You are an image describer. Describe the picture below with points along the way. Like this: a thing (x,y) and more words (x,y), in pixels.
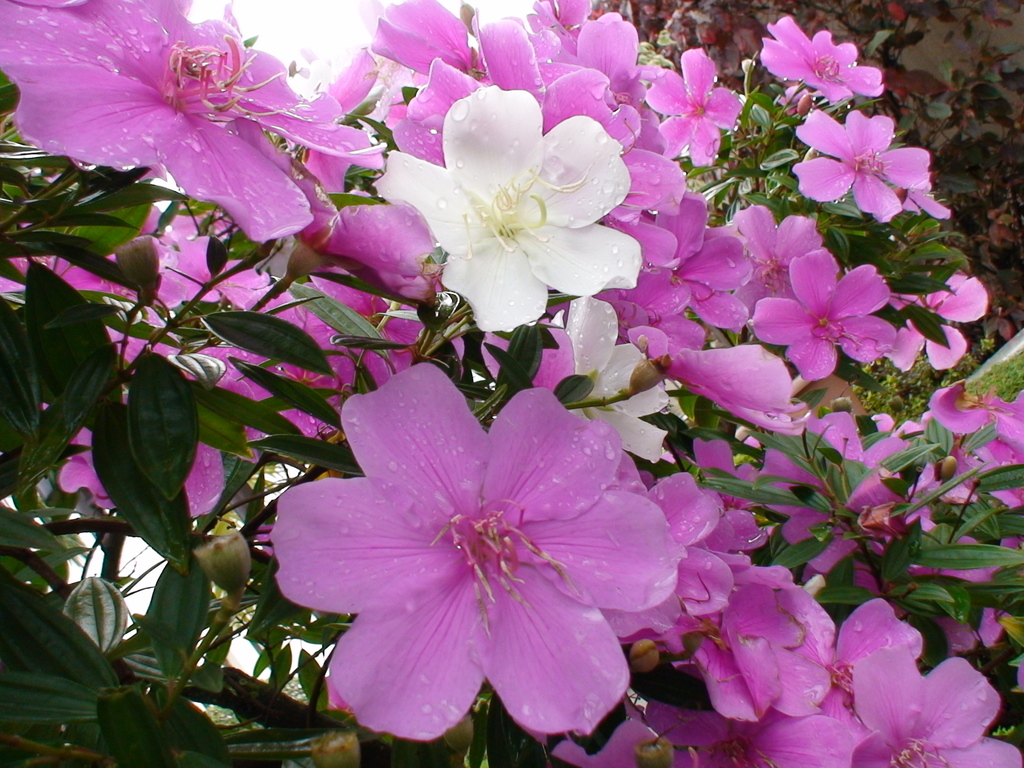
In this image there are pink and white color flowers (574,226) on the plants (142,761) and there are water drops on the flowers (306,74). At the top (267,42) there is sky (308,33).
